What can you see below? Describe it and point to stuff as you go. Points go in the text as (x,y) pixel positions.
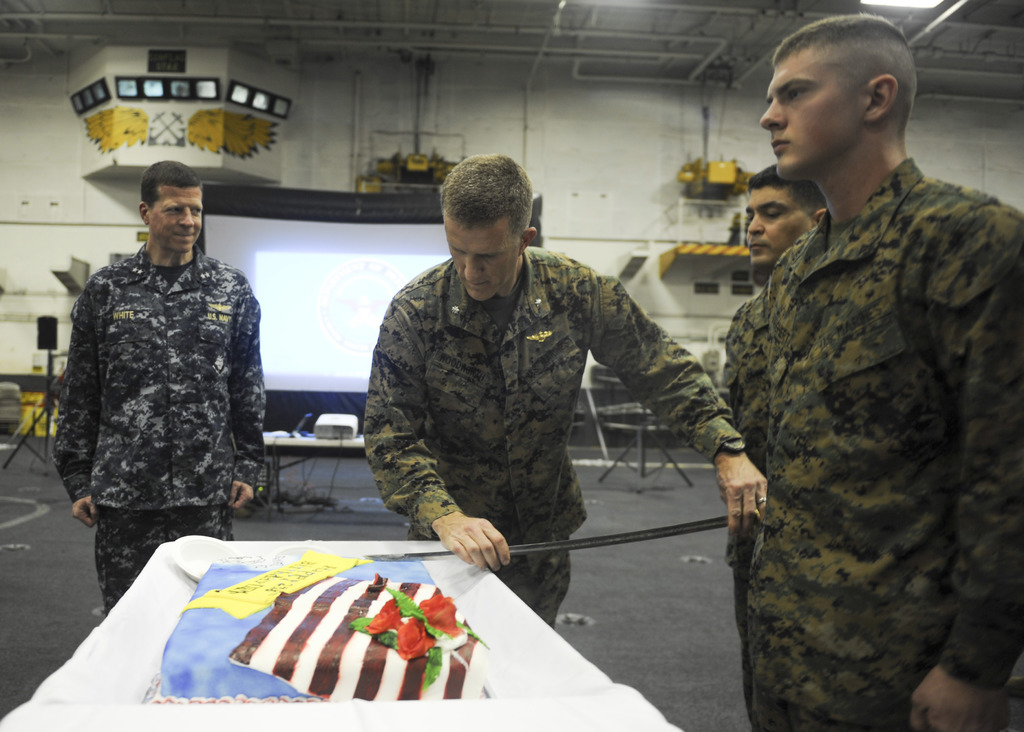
In the foreground of this image (580,652), there is a cake (273,665) on the table (125,662) and also there are four men (639,376) standing near it where a man (549,545) is holding an object (608,545). In the background (319,224), there is a screen (359,303), projector (326,420) on the table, few objects (53,340) on the tripod stands (639,445), few screens (149,78), walls (694,111), pipes (940,17) and a light (917,5) to the ceiling (742,29).
